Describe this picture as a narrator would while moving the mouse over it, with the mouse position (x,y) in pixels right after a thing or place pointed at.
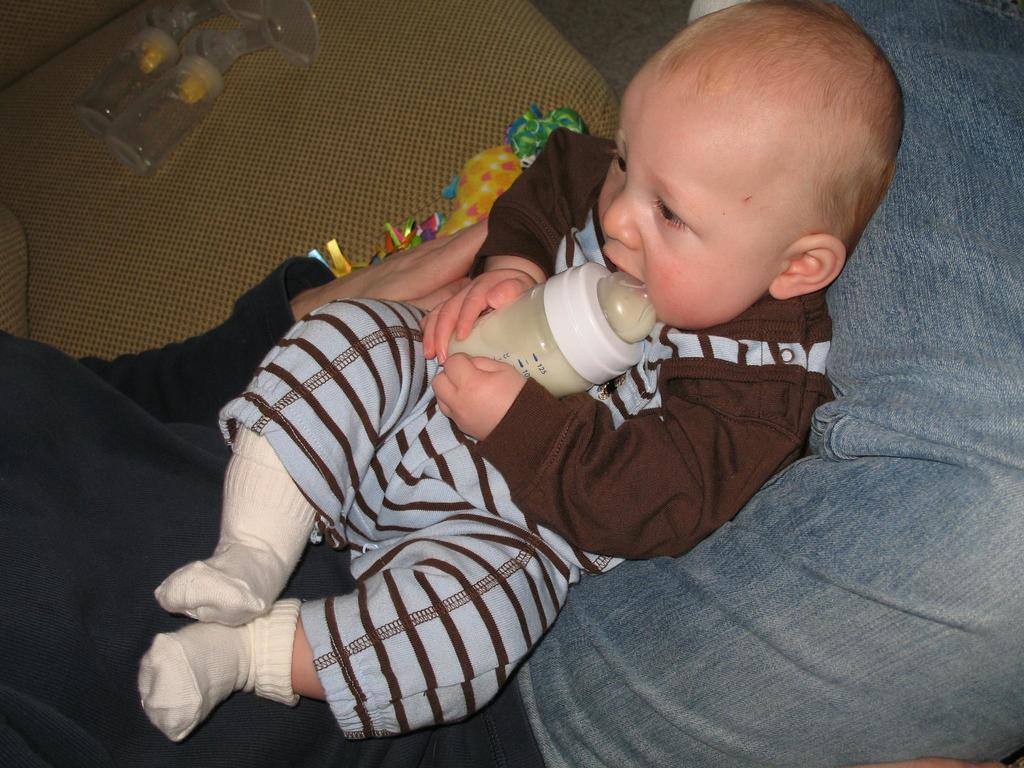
In this image, we can see a baby (614,456) is holding a feeding bottle (519,357). The baby (577,496) is laying on the human lap (923,285). Top of the image (495,174), we can see few things (104,77) and objects (156,106). Here there is a floor (624,50).
